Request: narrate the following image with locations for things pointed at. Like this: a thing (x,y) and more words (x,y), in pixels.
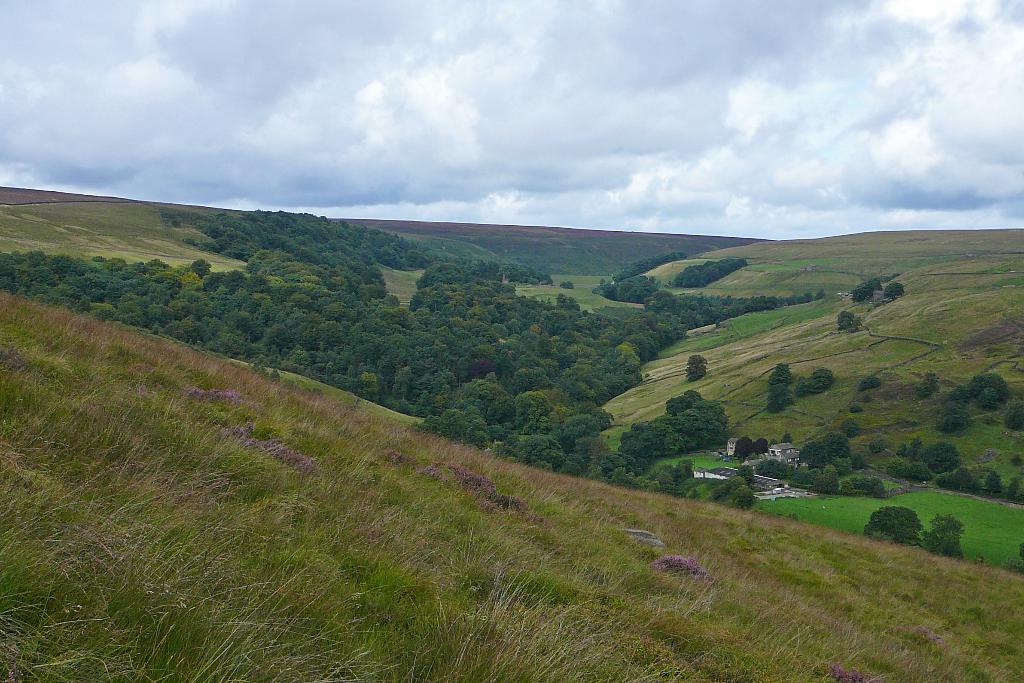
In this picture we can see some grass (300,523) on the ground (243,518). There are trees (505,434), other objects (708,469) and the cloudy sky (561,168).
